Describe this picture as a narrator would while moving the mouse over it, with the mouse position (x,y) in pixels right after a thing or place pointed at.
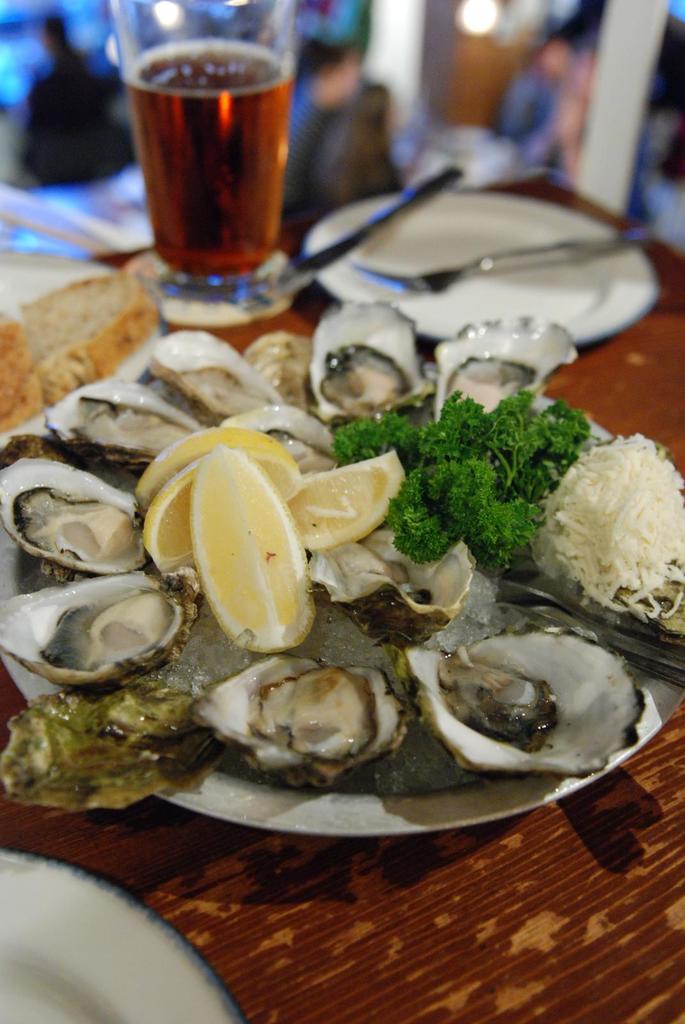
In this picture there is food (550,755) on the plates (633,752) and there is a knife (407,193) and fork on the plate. There are plates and there is a glass (174,0) on the table (535,811). At the back (544,52) there are group of people (379,103). At the top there are lights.
